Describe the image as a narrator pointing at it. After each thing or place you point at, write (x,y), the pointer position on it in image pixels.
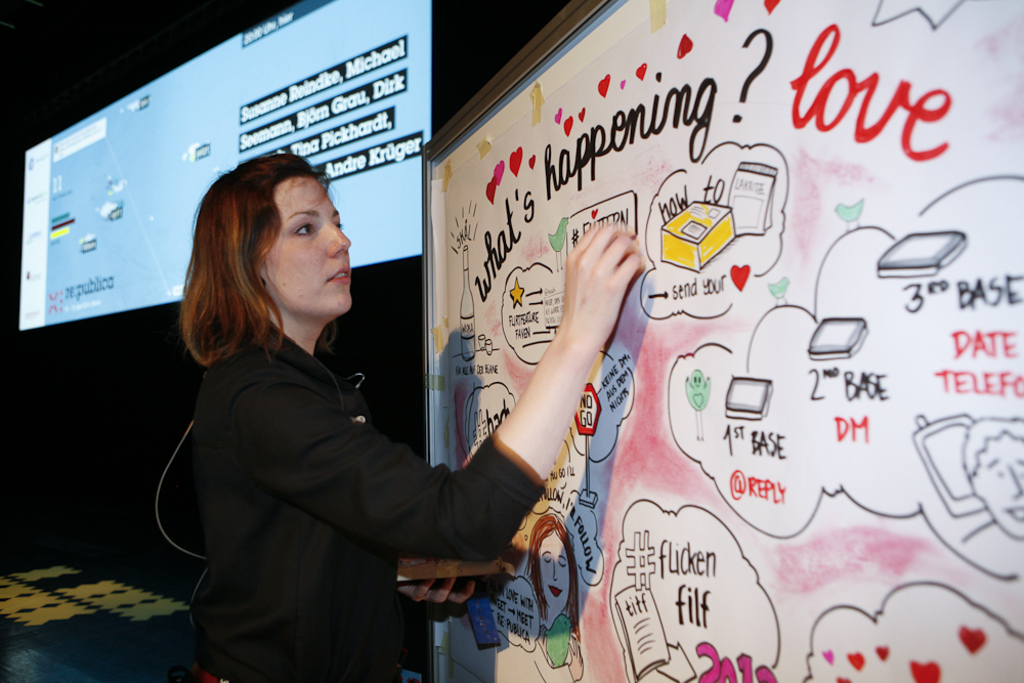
In this image there is a woman (374,512), she is wearing black color coat (342,471) and writing on a board (989,650), in the background (352,46) there is a screen (396,250).
